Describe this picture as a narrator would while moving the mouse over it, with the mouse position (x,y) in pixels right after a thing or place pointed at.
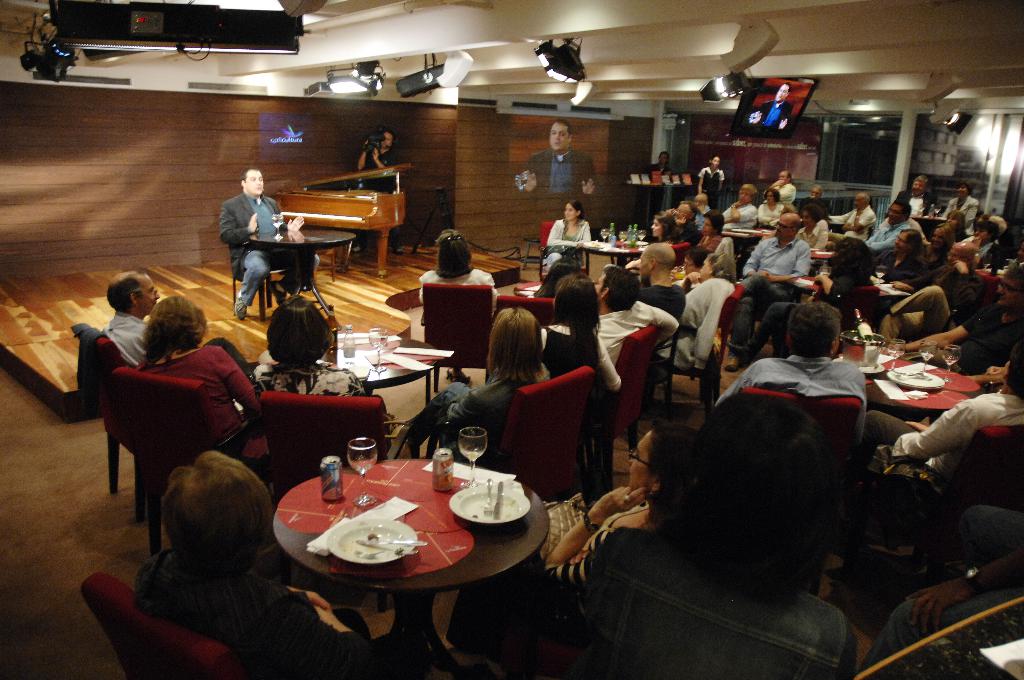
In this picture we can see some persons (791,322) sitting on the chairs (558,662). This is table (481,576). On the table (471,543) there are plates (479,517), tins (449,482), and glasses (469,475). Here we can see a person (391,132) who is holding a camera (368,142) with his hand (381,152). And there is a screen (584,154). Here we can see lights (706,98). And this is wall (161,177).
